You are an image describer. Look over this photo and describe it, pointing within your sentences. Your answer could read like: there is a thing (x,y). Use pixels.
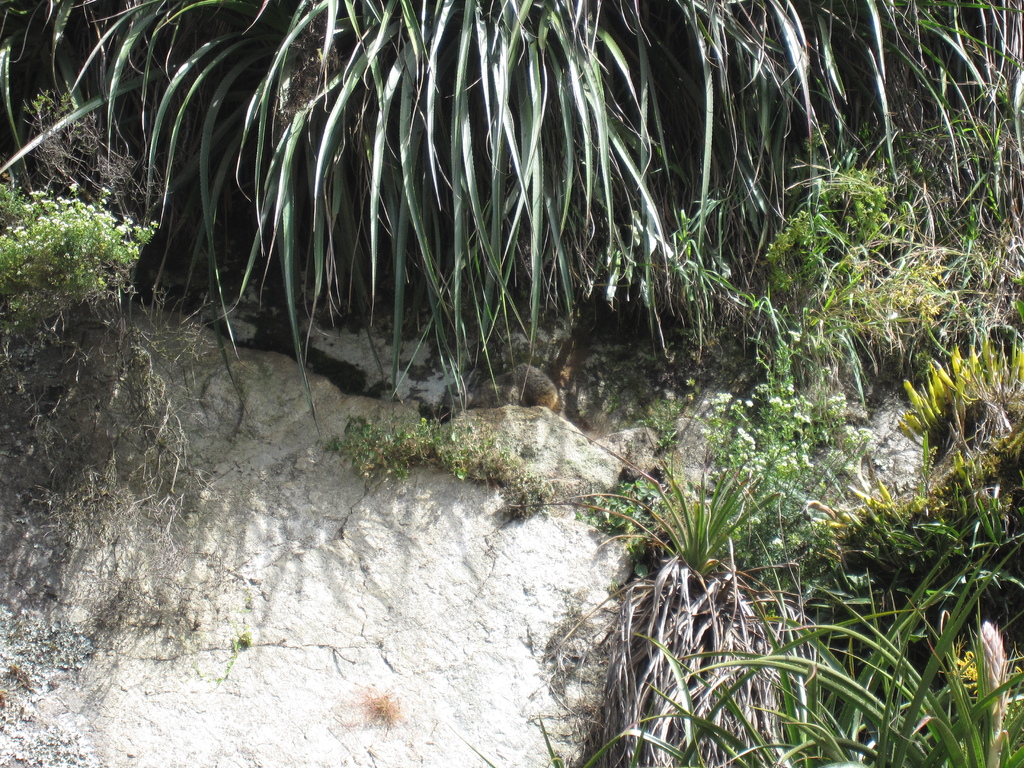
At the bottom left corner of the image (207,630) there is a rock (77,690). At the right side of the image (721,504) there is grass (950,18) on the rocks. At the top of the image (427,118) there are leaves (616,44). And at the left top corner of the image (77,195) there are plants (72,303).
